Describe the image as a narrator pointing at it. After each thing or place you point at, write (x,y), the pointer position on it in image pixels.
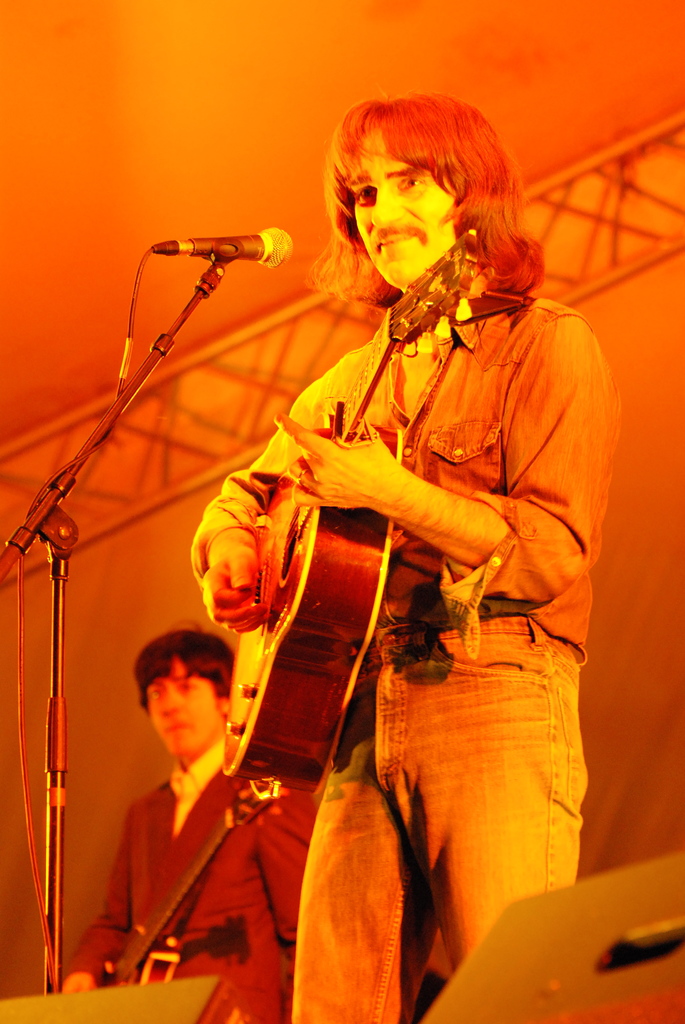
In the image we can see there is man (397,285) who is holding a guitar (323,689) and in front of him there is a mike (166,251) with a stand (218,266) and beside him there is another man (181,830) standing.
